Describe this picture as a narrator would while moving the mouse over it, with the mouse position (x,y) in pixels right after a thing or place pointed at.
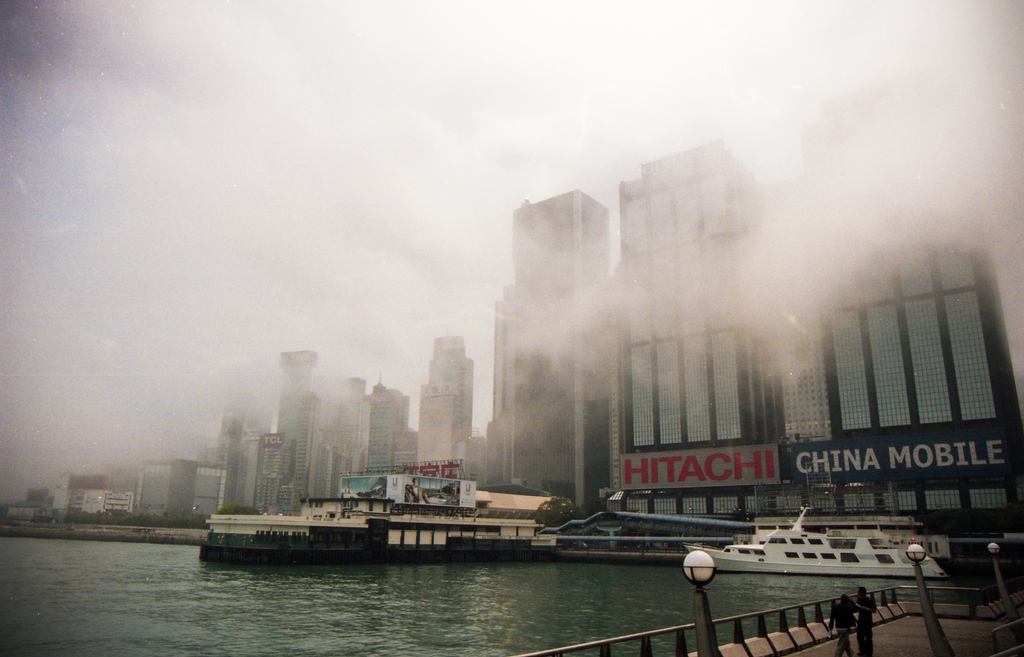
In this picture we can see a few boats (242,518) in water (223,642). There are few buildings (376,444). We can see some street lights (1006,599) and two people (865,608) on the path (987,643).
